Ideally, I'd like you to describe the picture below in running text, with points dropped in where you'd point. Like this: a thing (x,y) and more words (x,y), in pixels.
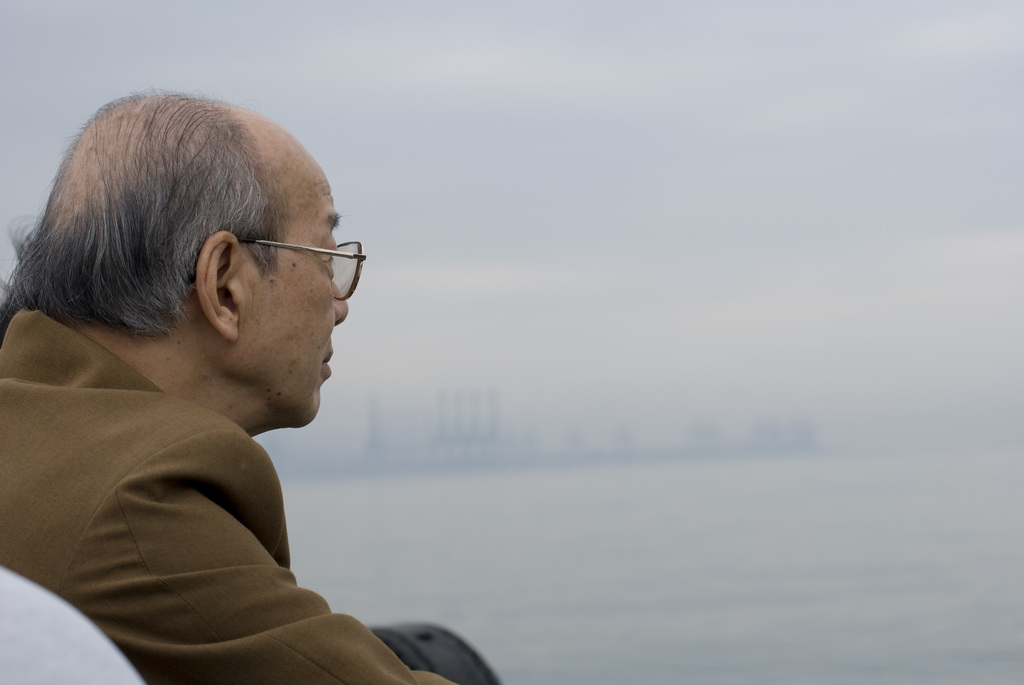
In this image, we can see an old man (151,416) wearing glasses (337,268). Here we can see black color object (439,644). Left side (79,667) bottom, we can see white color. Background (694,258) there is a sky (683,266).
